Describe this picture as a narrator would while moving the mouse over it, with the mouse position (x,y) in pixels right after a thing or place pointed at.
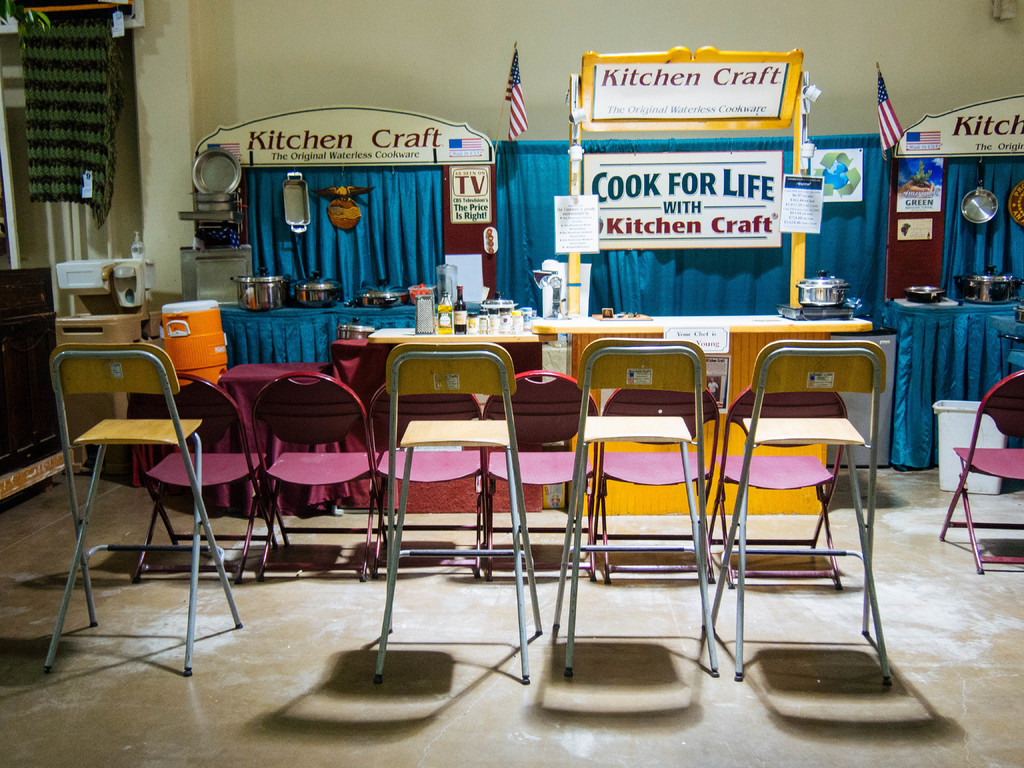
In this image there are tables (555,329). In front of the tables (537,327) there are chairs (424,446). On the tables (307,321) there are stoves (841,309), bottles (458,330) and utensils (303,288). Behind the tables (341,322) there is a curtain (828,239) to the wall (493,127). There are flags (509,98) to the curtain (855,143). There are boards (596,177) with text (690,176) on the table (959,304). In the background (485,25) there is a wall (770,18).
